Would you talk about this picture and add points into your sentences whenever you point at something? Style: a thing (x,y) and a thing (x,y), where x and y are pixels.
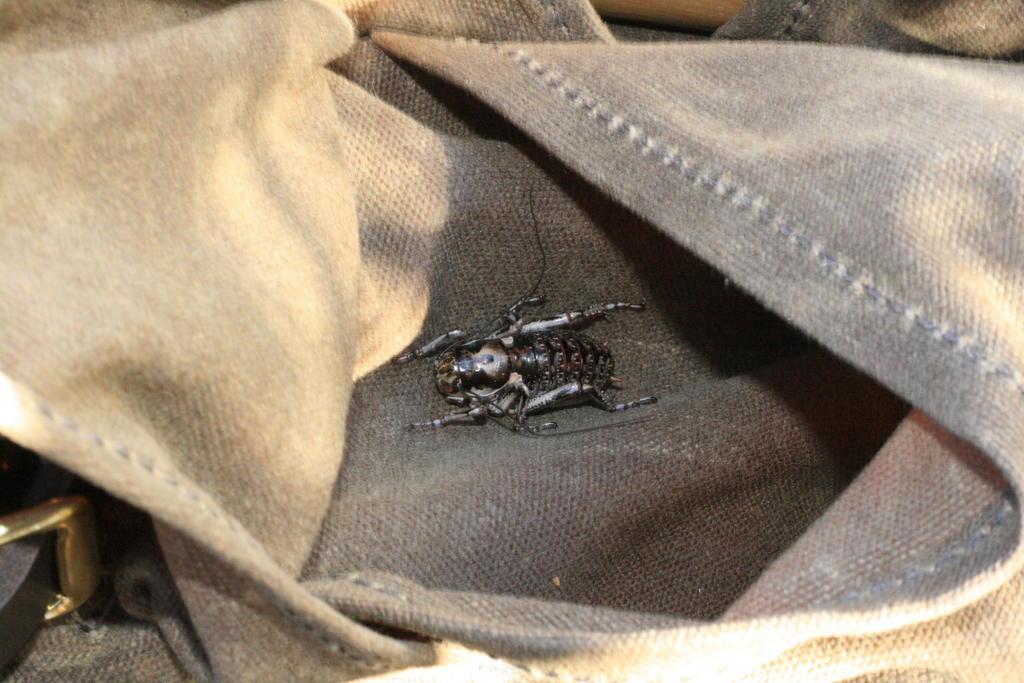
In this image there is one cloth (747,364) and in the cloth (933,278) there is an insect (541,377) in the center (560,380), and in the background (133,558) there are some other objects (74,597).
